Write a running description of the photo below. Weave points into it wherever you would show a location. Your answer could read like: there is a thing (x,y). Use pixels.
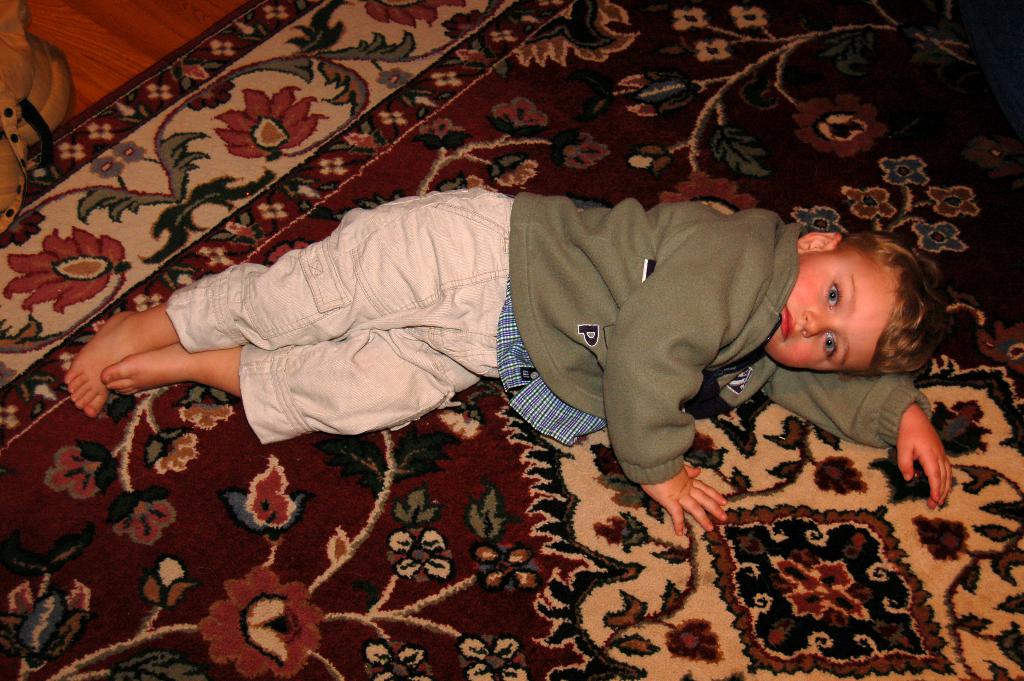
In the image there is a boy (748,377) lying on the floor mat (660,159). In the top left corner of the image (41,123) there is an object (21,85).
